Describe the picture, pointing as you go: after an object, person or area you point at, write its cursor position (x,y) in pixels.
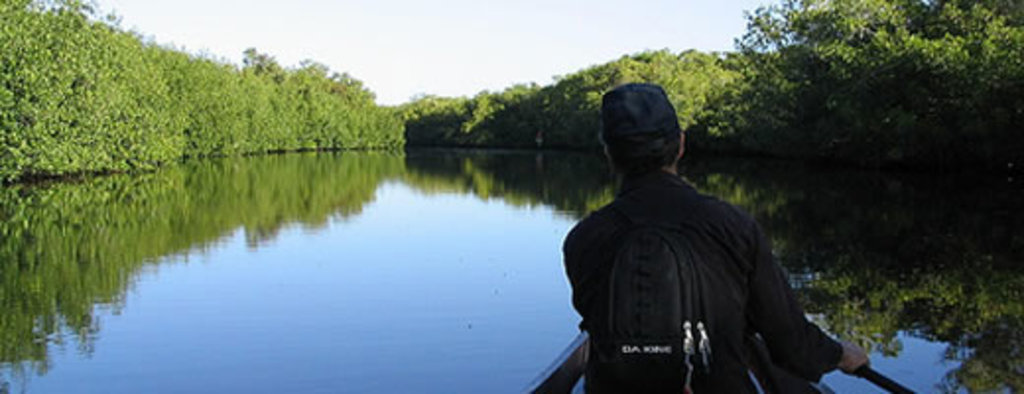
In this picture there is a person (620,194) wearing black dress (744,267) is carrying a black bag (664,293) on his back (728,279) is sitting in a boat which is on the water (540,308) and there are trees (483,107) on either sides of him.
